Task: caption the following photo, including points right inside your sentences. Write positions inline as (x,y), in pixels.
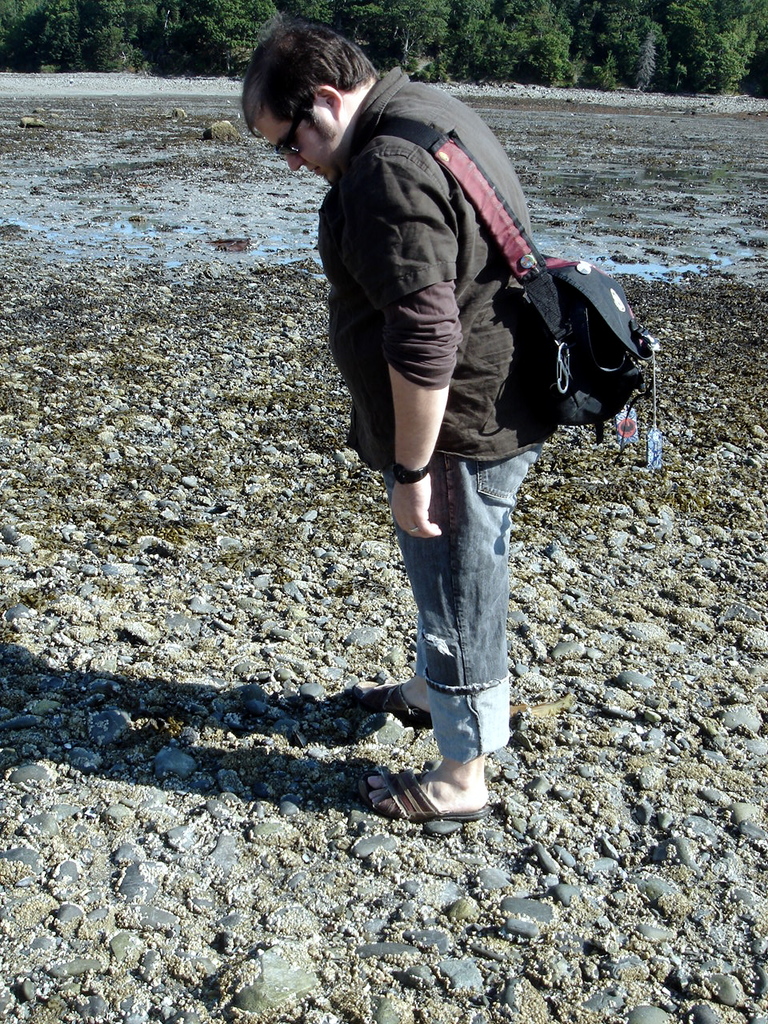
In the foreground of this image (462,414), there is a man (453,472) standing and wearing a backpack (562,278) on the stones (248,783). In the background (157,241), there is the water (208,200), few stones (221,276) and the trees (370,15).
